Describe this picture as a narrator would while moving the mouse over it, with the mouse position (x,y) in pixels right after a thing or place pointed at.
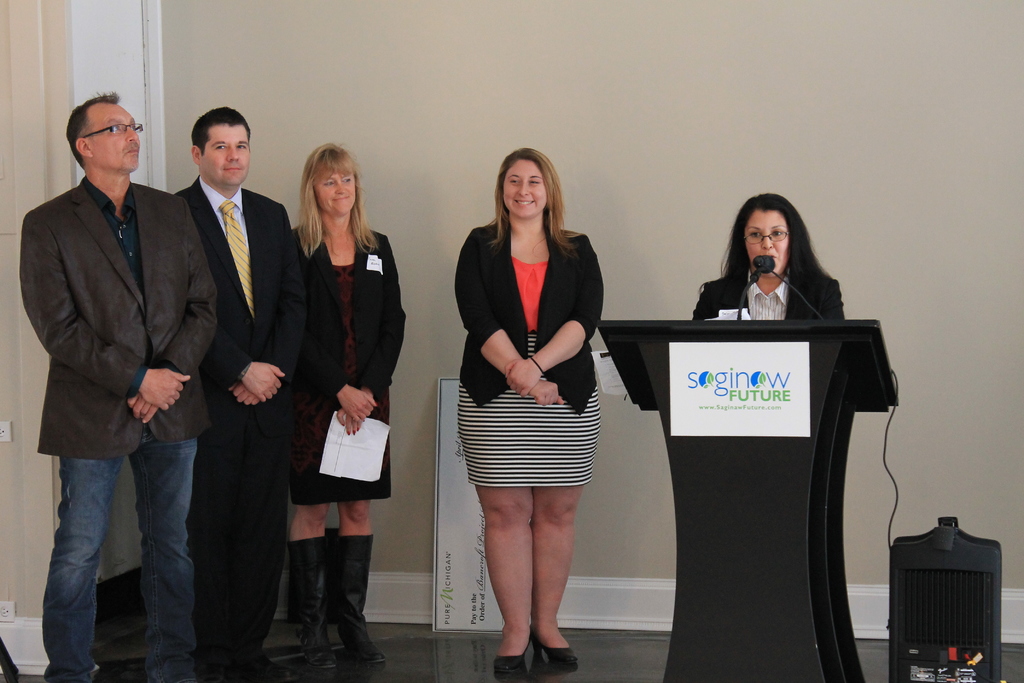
In this picture I can see two men (184,347) and three women (330,280) are standing on the floor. On the right side (744,377) I can see a podium (781,511). On the podium (792,536) I can see white color object (738,370) and microphones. I can also see a black color object (934,604) on the floor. In the background (434,185) I can see a wall (453,226).
